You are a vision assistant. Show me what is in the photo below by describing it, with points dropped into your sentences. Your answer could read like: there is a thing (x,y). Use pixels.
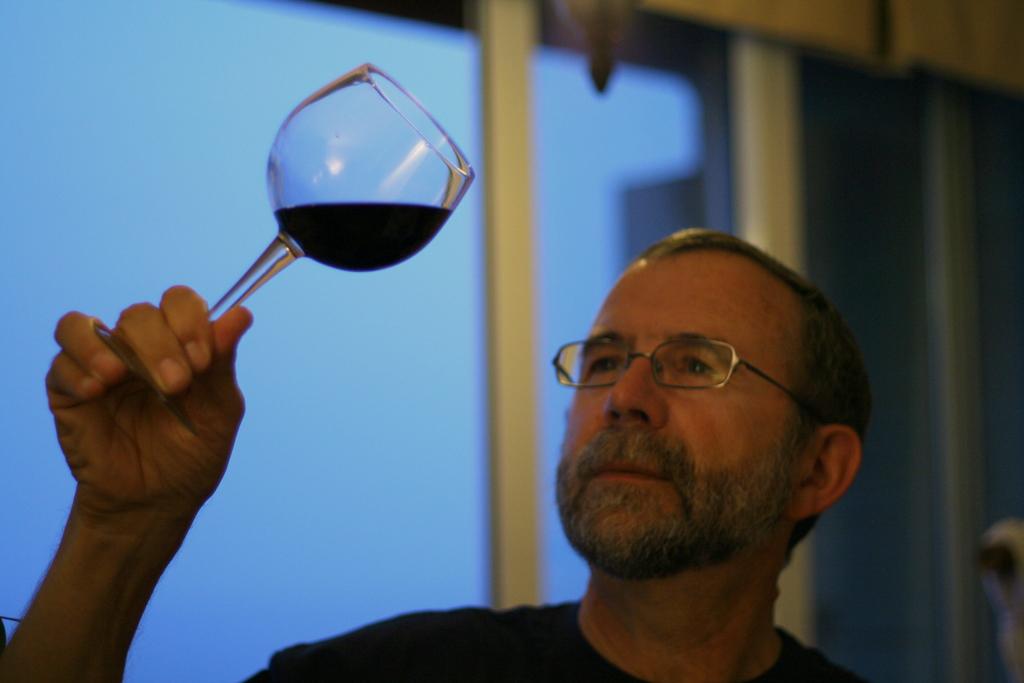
This person (714,316) holding glass (320,228) with drink (356,226) and wear glasses (584,347). On the background (694,67) we can see glass window (685,104).
